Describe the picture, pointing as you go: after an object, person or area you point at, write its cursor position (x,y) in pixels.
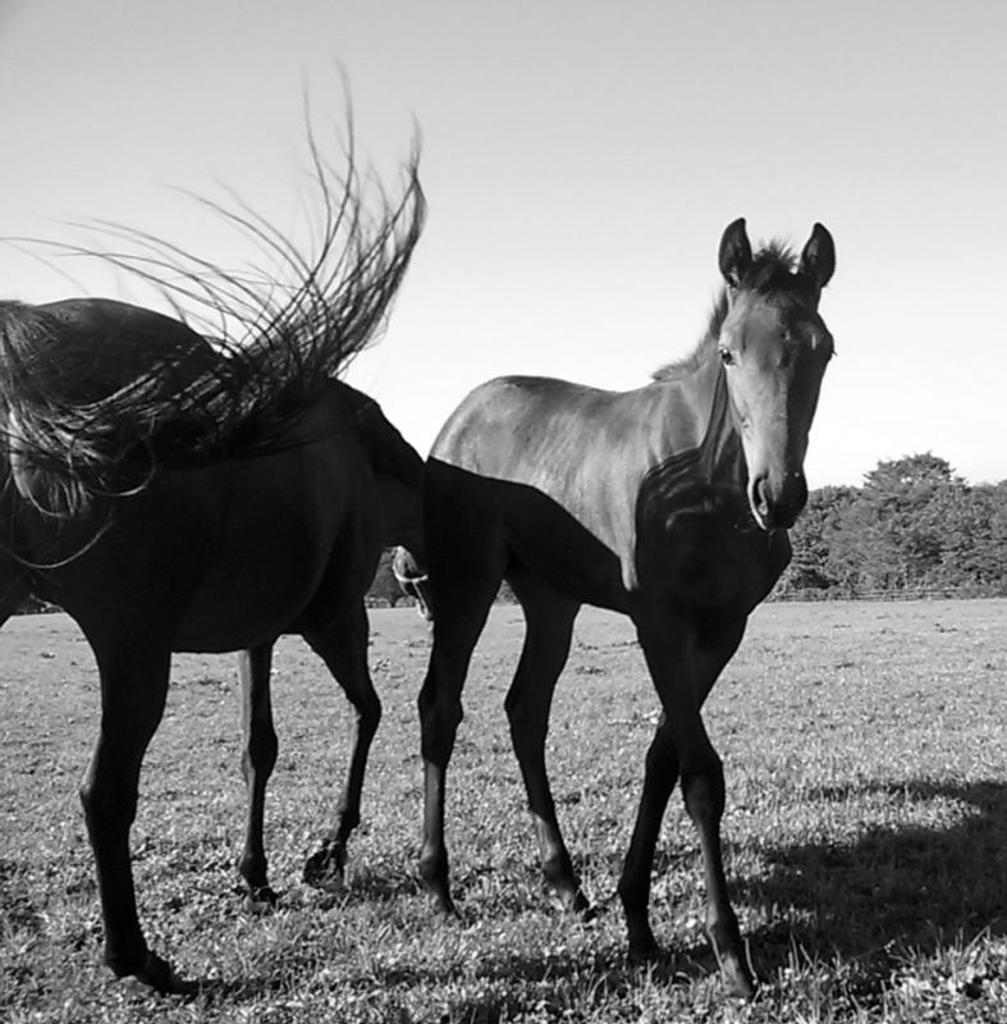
This is a black and white image. In this image there are horses (430,619). On the ground (506,798) there is grass (873,743). In the background (880,558) there are trees (916,486) and sky (666,204).
